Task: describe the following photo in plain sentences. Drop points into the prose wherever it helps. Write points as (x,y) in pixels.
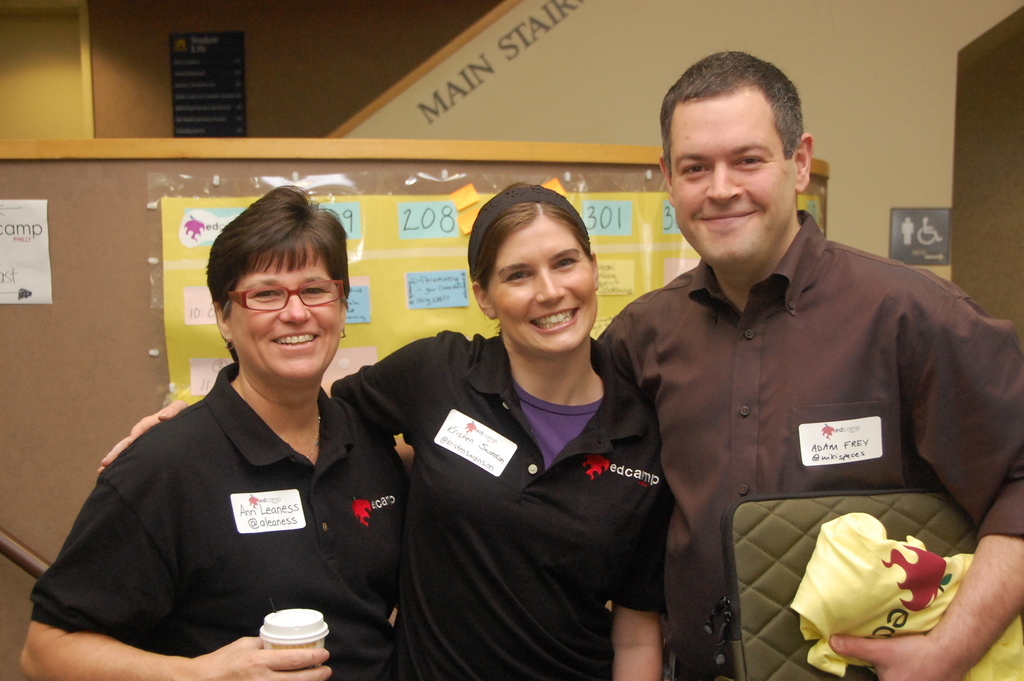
On the background of the picture (345,55) we can see a wall (353,67) in brown colour. This is a blackboard (219,76). Here we can see stairs (520,85) and it is written on the wall (534,43) stating main stairs. This is a sign board (903,248). In Front of the picture we can see three persons (865,474) standing carrying a pretty smile on their faces (310,368). On the right side of the picture (877,388) there is a man (782,490) holding a bag (806,546) and a cover (844,597) in his hand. On the left side of the picture (260,567) there is a woman (279,596) holding a glass (293,627) in her hand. At the backside of them we can see a board (327,178) with a yellow chart (394,252) and some stickers (436,205) pasted on it.
